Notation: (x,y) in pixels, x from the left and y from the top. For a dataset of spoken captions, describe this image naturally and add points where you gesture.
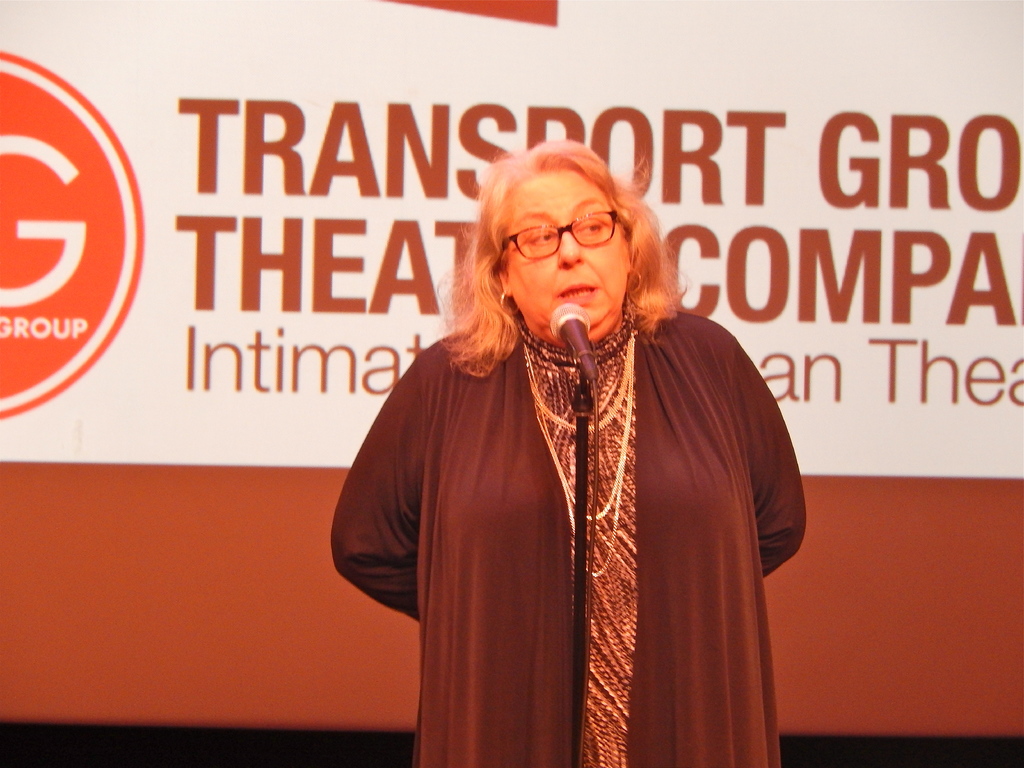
In this picture we can see a woman (620,462) is standing and speaking something, there is a microphone (581,317) in front of her, in the background (208,172) it looks like a screen (241,148), there is some text (694,116) on the screen (674,106).
